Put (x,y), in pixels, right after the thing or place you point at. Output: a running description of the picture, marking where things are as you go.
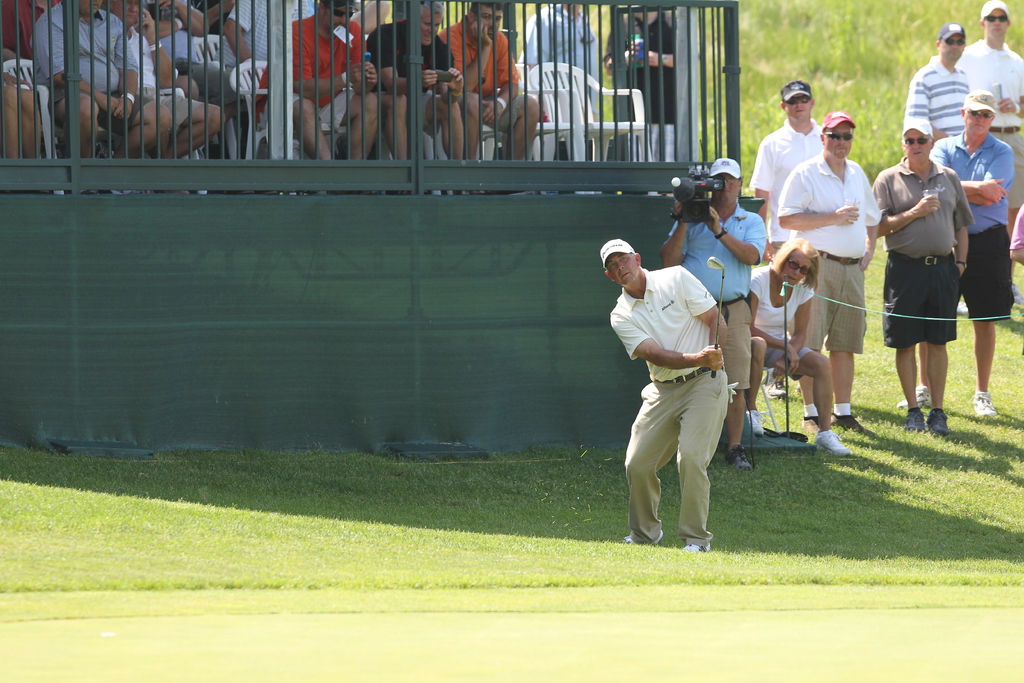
In this picture we can see a group of people (963,90) where some are sitting on chairs (632,96) and some are standing on the ground (977,424), camera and in the background (785,6) we can see grass (850,108).
